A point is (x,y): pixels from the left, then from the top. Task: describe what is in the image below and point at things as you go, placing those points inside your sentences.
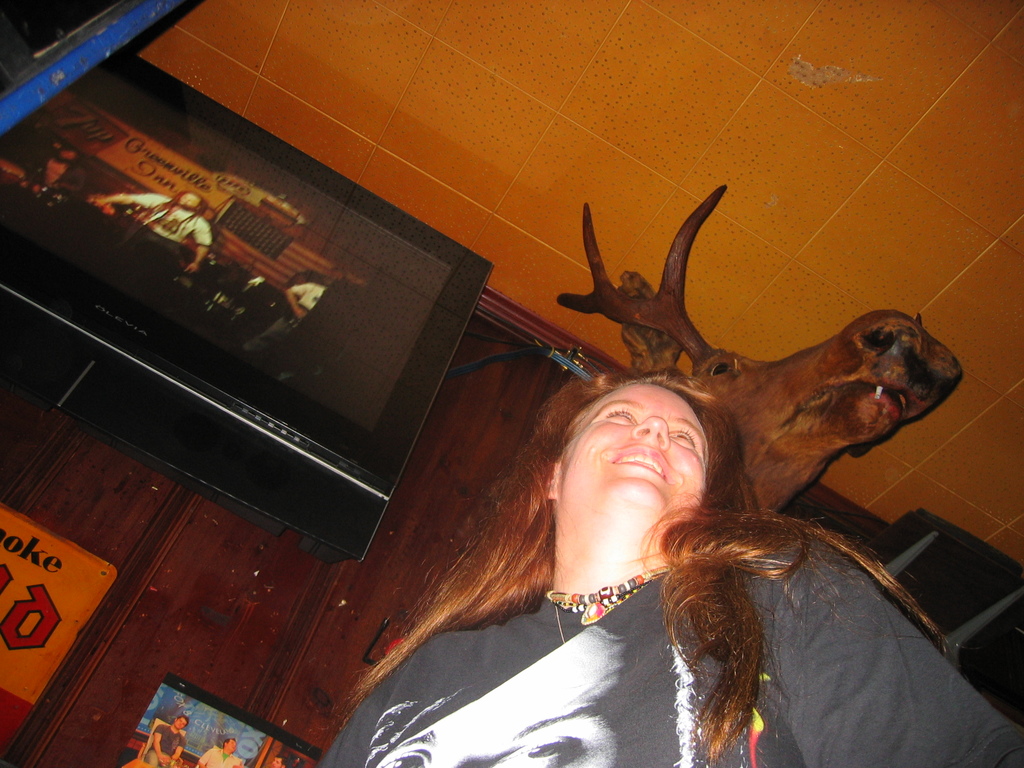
In this image there is a woman (597,527) in the middle (596,476). On the left side (219,246) top there is a television (297,268). In the background (256,588) there is a wooden wall (208,612) on which there are boards (63,570), posters (205,730). At the top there is a deer statue (760,385) attached to the wall (493,397).
